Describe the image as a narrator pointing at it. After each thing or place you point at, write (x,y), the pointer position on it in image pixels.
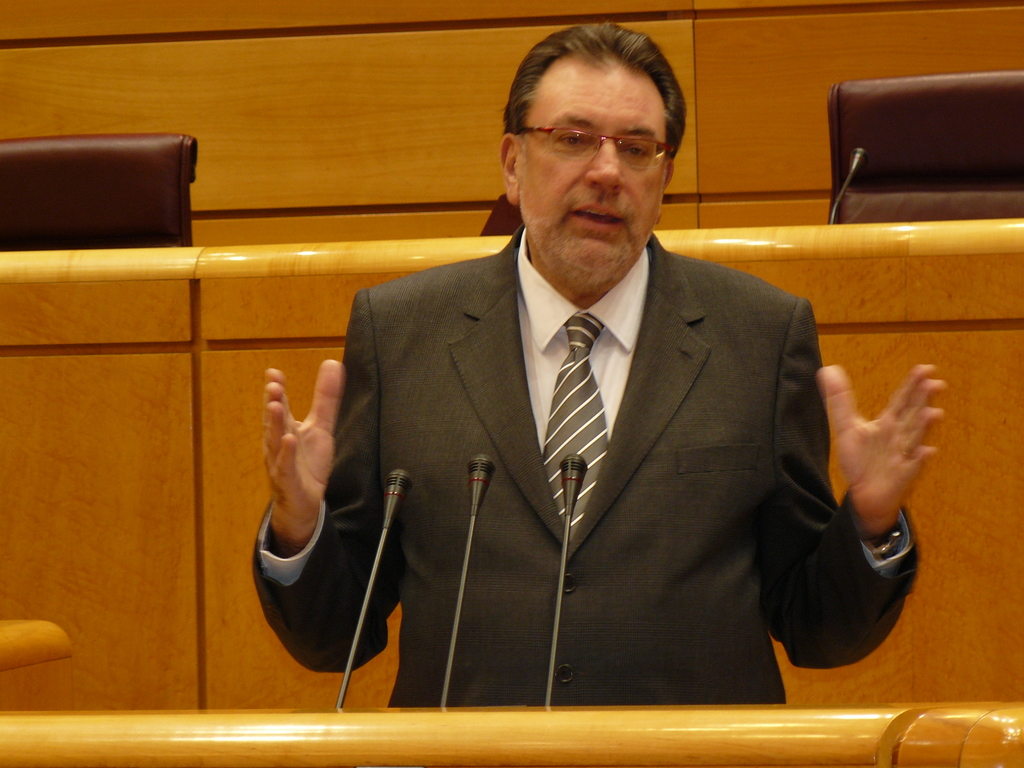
In this image in the center (551,469) there is one person (501,319) who is talking, in front of there are mike's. At the bottom (325,729) there is a wooden stick (438,736), and in the background (432,101) there is a cabinet (204,188), chairs (901,208) and mike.
